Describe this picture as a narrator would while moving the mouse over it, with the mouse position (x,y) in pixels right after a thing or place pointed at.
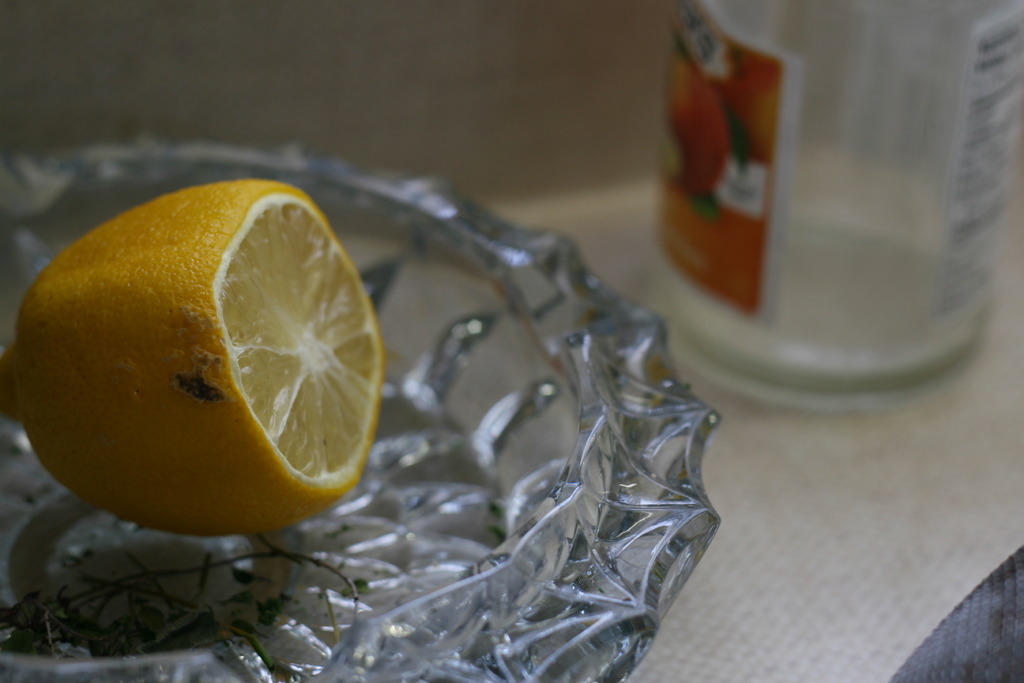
On the left side of this image (158,298) I can see a lemon (206,337) in a bowl (378,632) which is made up of glass (570,553). Beside this I can see a bottle (808,99).
